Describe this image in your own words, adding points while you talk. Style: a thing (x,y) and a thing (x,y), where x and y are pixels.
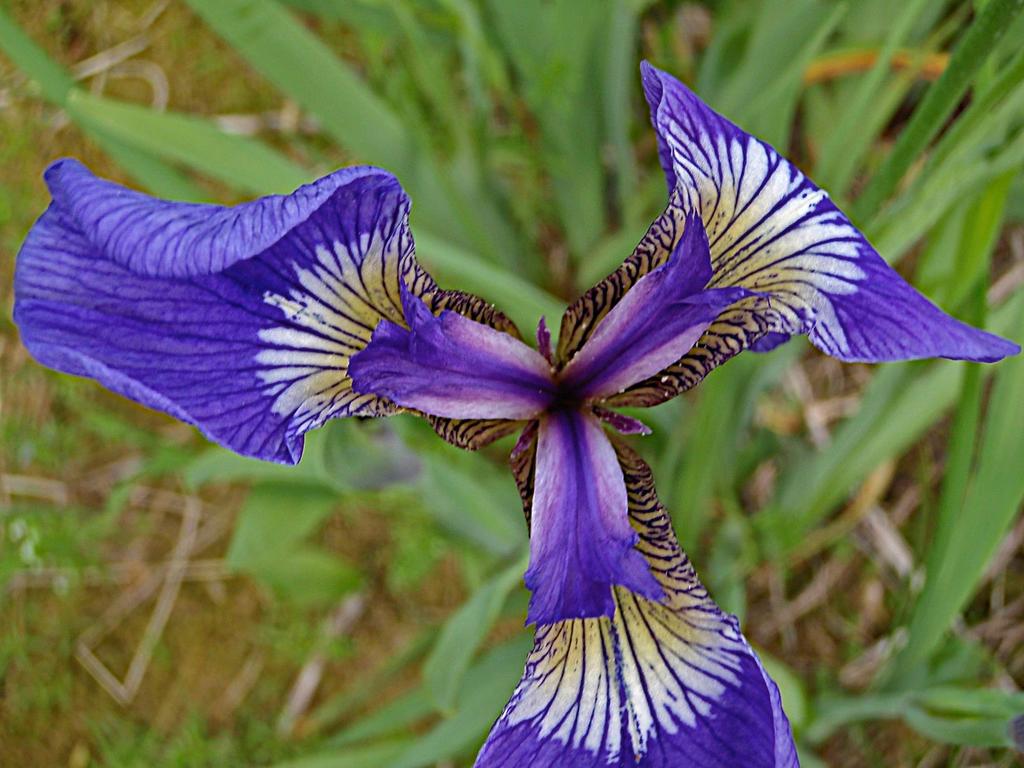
In this image I can see flowers (626,689) in purple, cream and brown color, background (793,492) the plants (775,364) are in green color.
